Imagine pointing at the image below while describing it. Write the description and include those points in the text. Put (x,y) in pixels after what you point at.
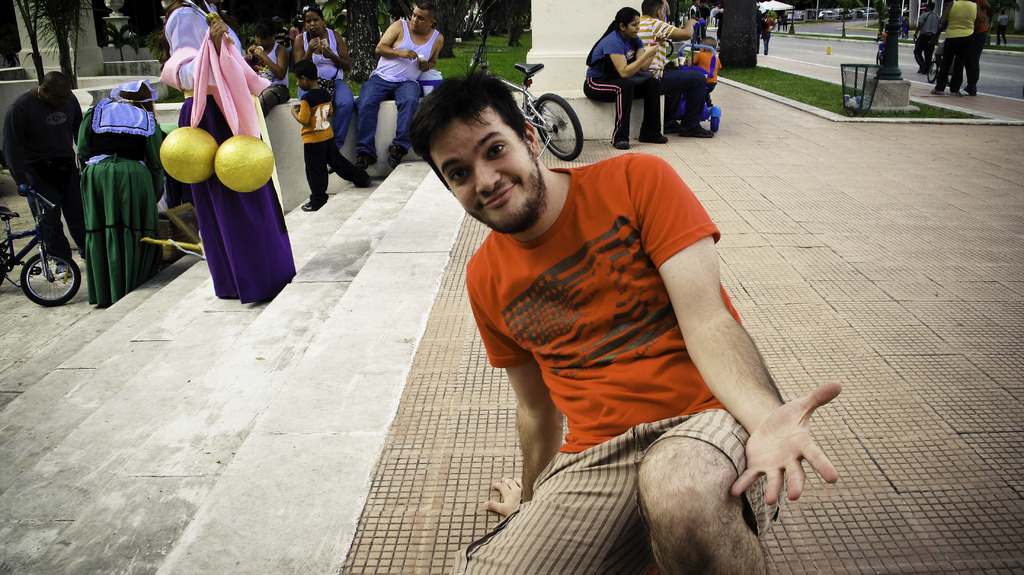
In the center of the image (607,365) there is a man (626,351) with a t shirt (633,320) and he is smiling. In the background (182,77) there are also people (961,45) in this image. Few people (691,22) are sitting, few are standing and few are walking on the path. Image also consists of trees (45,43). We can see a dustbin (846,71), grass (838,90), bicycles (559,112) and road (844,49).
